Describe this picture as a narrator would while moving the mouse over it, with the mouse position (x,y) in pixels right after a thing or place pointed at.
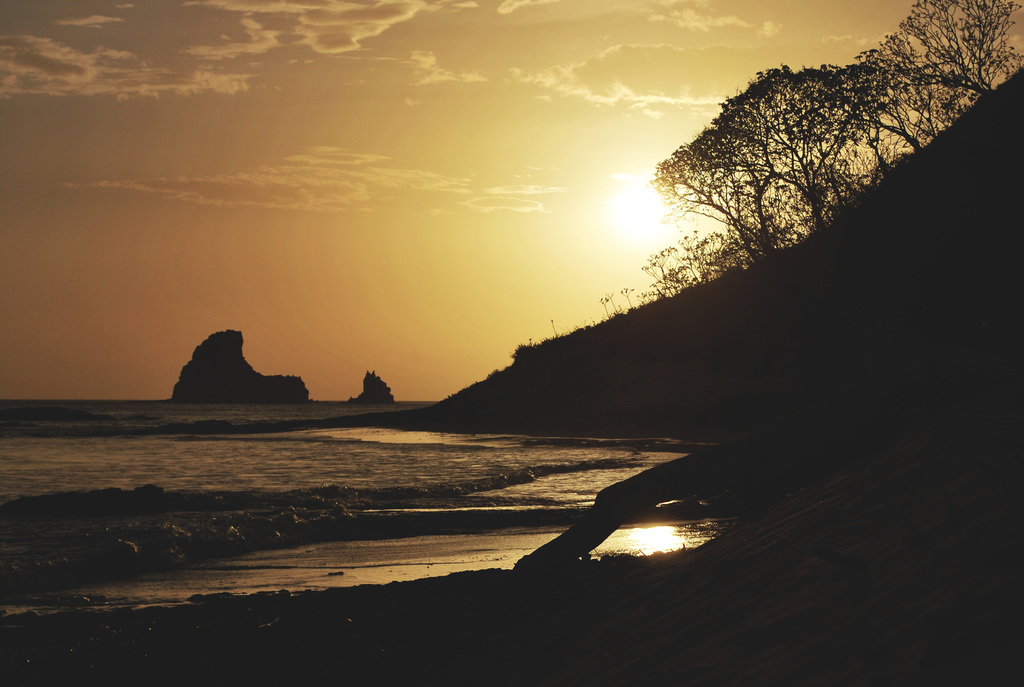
In this image there is a beach (334,505) and at the bottom (428,616) it looks like there is sand (903,513), and in the background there are some trees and plants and at the top (495,153) there is sky (431,225).
